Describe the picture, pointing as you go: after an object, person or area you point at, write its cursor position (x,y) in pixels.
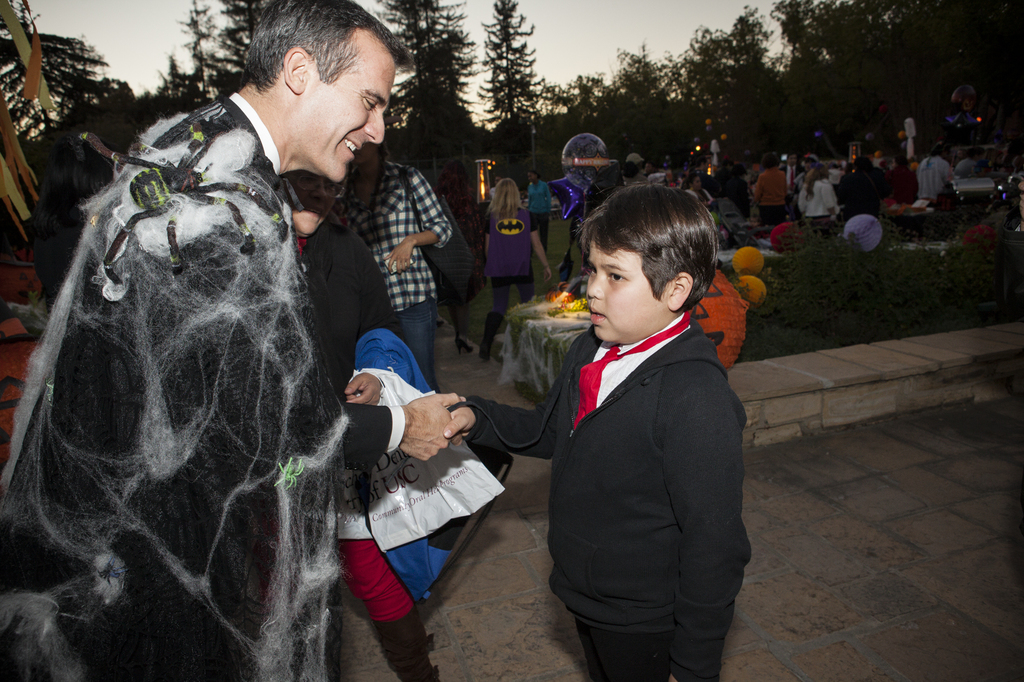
In this image in front (440,427) there are two persons (671,461) shaking hands (429,443). On the backside (537,209) there are few people (460,226) standing on the grass (535,275). At the bottom of the image (889,570) there is a floor (893,494). In the background (632,87) there are trees (502,100) and sky (652,23).
